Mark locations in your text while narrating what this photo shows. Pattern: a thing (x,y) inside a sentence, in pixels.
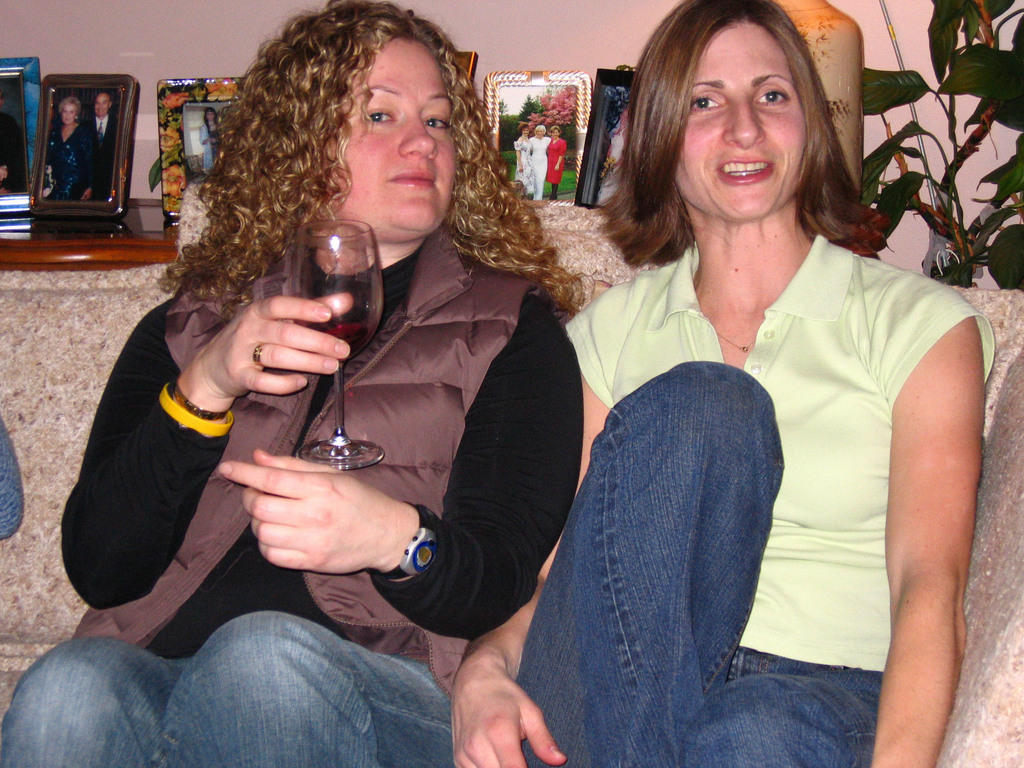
In this image we can see this woman (248,403) is sitting on the sofa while holding a glass (340,438) in her hand (308,333). This woman (716,483) is also sitting on the sofa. In the background (602,80) we can see photo frames (59,87) on table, plants (1002,104) and wall (566,47).
